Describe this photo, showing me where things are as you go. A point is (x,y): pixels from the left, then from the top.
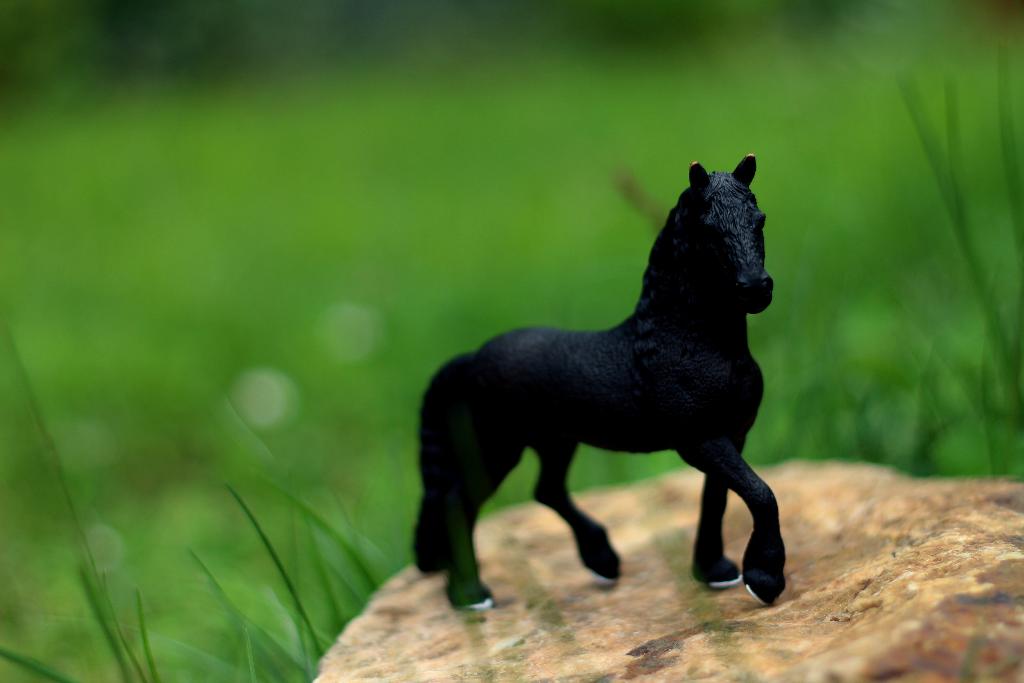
Here we can see a toy (666,370) on a surface (677,557). There is a blur background (282,154) with greenery (850,123).
